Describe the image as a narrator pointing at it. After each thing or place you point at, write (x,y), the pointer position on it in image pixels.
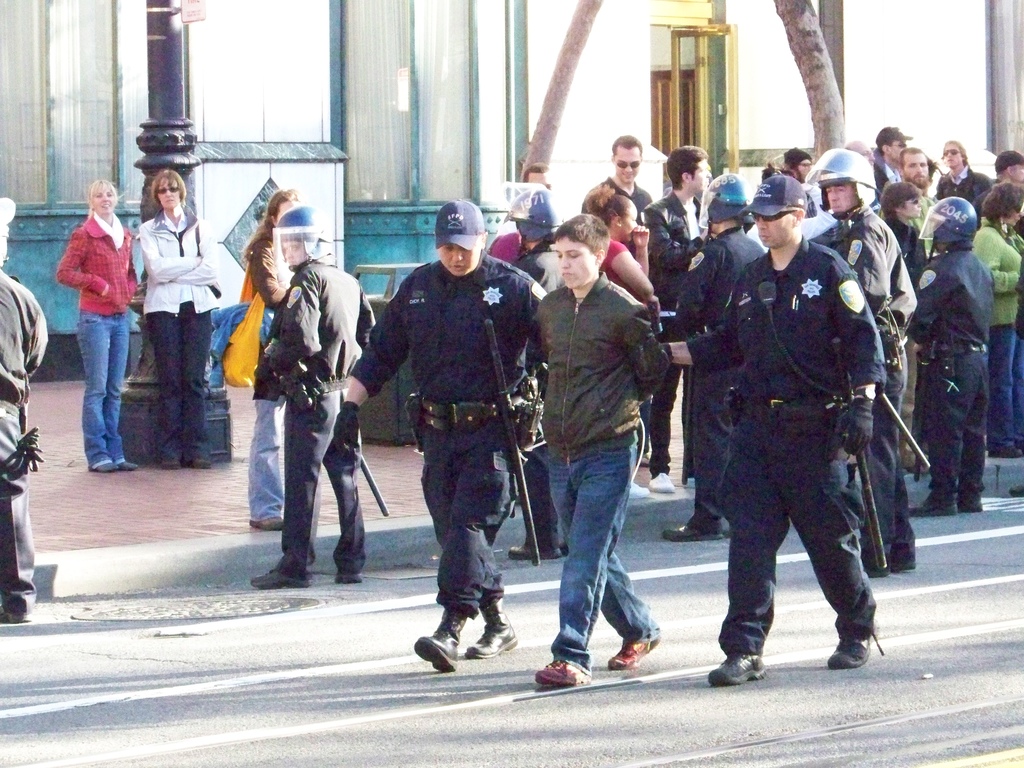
This picture is clicked outside. On the right (932,274) we can see the group of people (848,341) wearing uniforms (829,321). In the center (358,298) we can see the group of people (167,211) standing on the ground (939,562). In the background (384,43) we can see the buildings (618,8), the trunks (818,42) of the trees (822,55), metal pillar (169,141) and some other objects (394,412).
